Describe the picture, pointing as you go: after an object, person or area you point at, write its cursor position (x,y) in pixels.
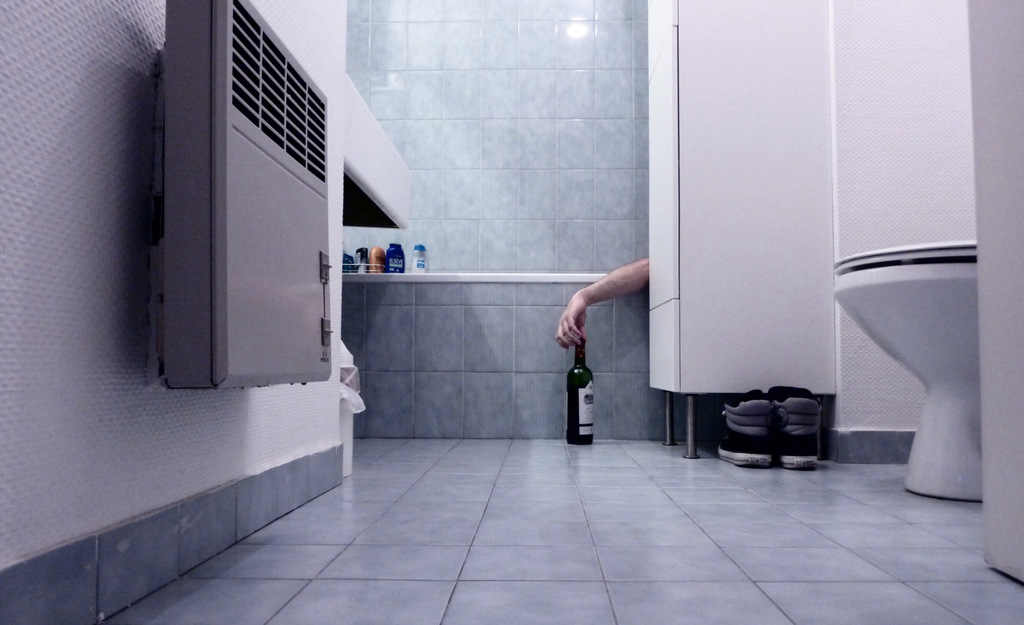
This picture is clicked inside the room (997,393). On the right corner (937,270) we can see a toilet seat (899,258). On the left corner (240,141) there is a device (240,318) attached to the wall (89,291). In the background (421,258) we can see the bottles (397,256) placed on the top of the platform (421,276) and we can see a bottle (586,392) and an object (346,403) placed on the ground (535,448) and we can see the shoes (771,447) and the hand (570,320) of a person (581,304) holding a bottle (580,361) and we can see the wall (544,141) and some other objects (671,243).
